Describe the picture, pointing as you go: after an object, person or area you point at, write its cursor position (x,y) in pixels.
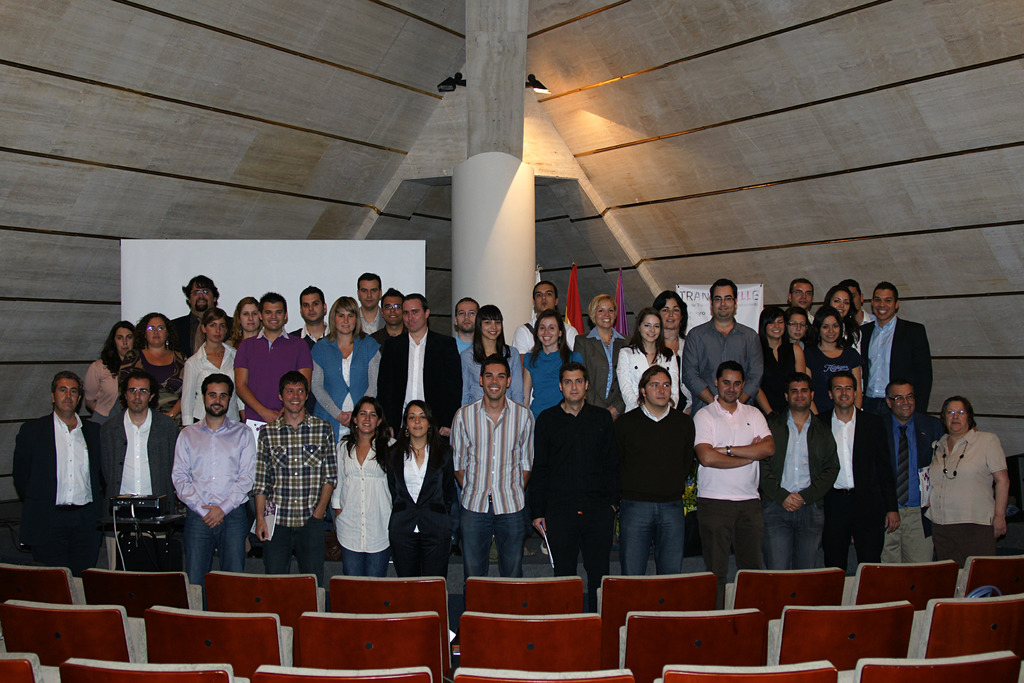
In the image we can see there are lot of people (401,411) standing.
